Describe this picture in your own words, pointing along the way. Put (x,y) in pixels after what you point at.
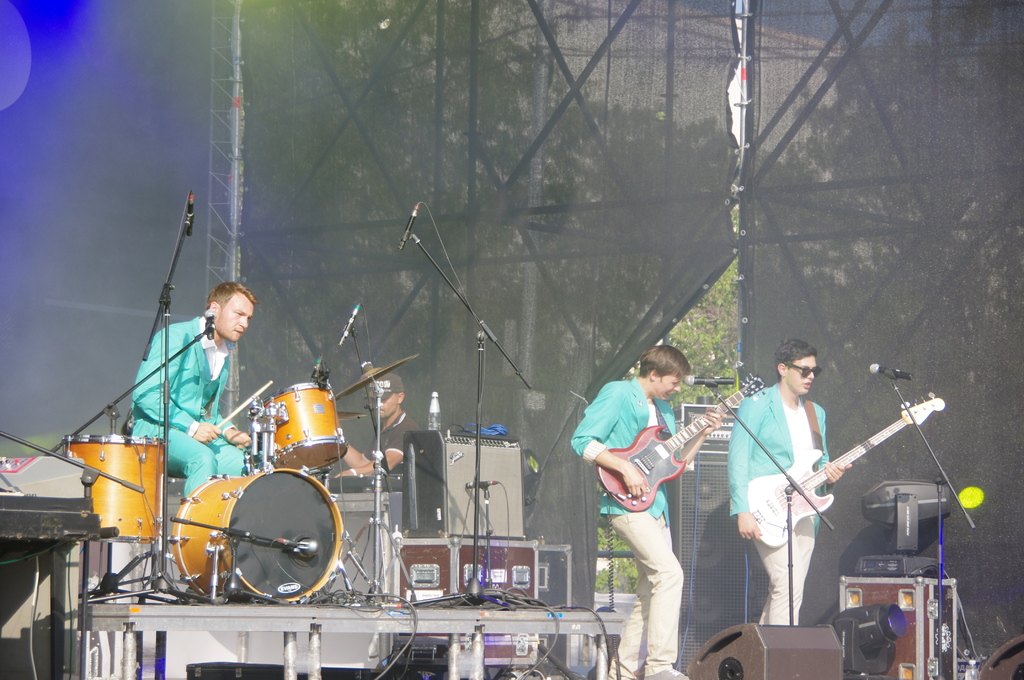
In this picture we can see two persons (768,400) are standing in front of mike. And they are playing guitar (818,475). Here we can see a person (202,447) who is playing drums (313,482). And these are some musical instruments (153,533). And we can see the trees (725,327) here.
